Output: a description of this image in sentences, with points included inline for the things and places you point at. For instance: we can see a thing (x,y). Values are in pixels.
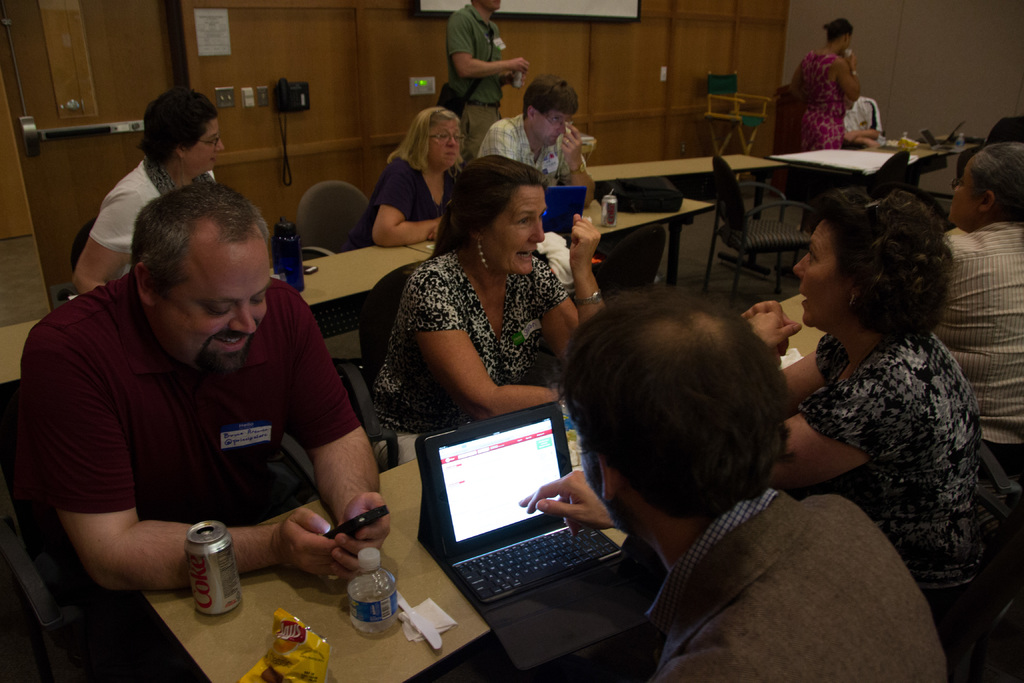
In the picture we can see some people (681,487) are sitting on the chairs (41,635) near the table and we can also see a laptop (556,425), bottle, coke tin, on the table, and one man (158,284) is using mobile phone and smiling in the background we can see there is a wall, to the wall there is a telephone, and a man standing and opening a tin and to right hand side (744,187) there is a chair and one woman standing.
